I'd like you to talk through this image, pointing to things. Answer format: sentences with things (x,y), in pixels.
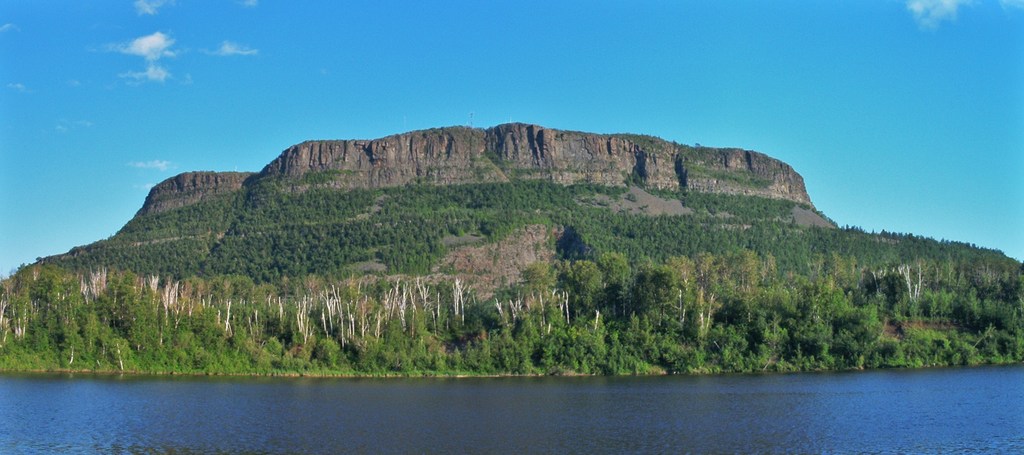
In this picture we can observe a river (394,394). There are some plants (300,341) and trees (428,253). We can observe a hill (450,177). In the background (333,113) there is a sky (434,79) with some clouds (168,51).
